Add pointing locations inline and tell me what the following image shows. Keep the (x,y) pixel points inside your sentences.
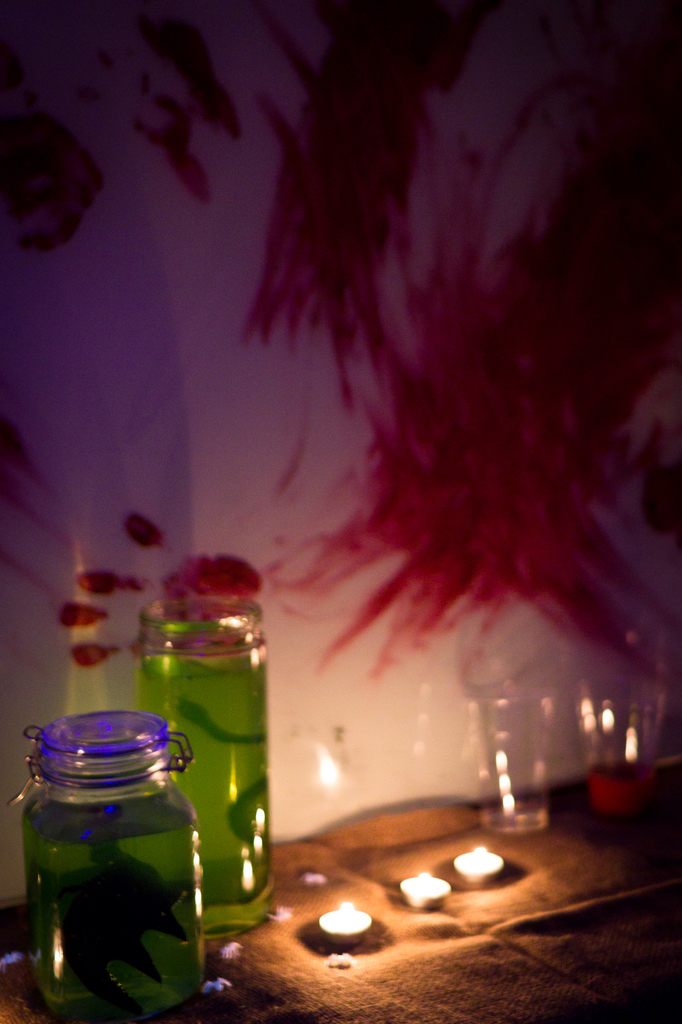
In this picture we can see a jar (159,820) with liquid (177,848) and leaf (126,863) in it and aside to this we have a glass bottle (210,757) with same liquid (243,716) in it and on right side (553,702) we have two glasses (516,767) and in middle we have three candles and this are placed on a table (383,846) and in the background (244,302) we can see wall (392,296) with pink color painting (349,277) and hand symbol (213,580).
